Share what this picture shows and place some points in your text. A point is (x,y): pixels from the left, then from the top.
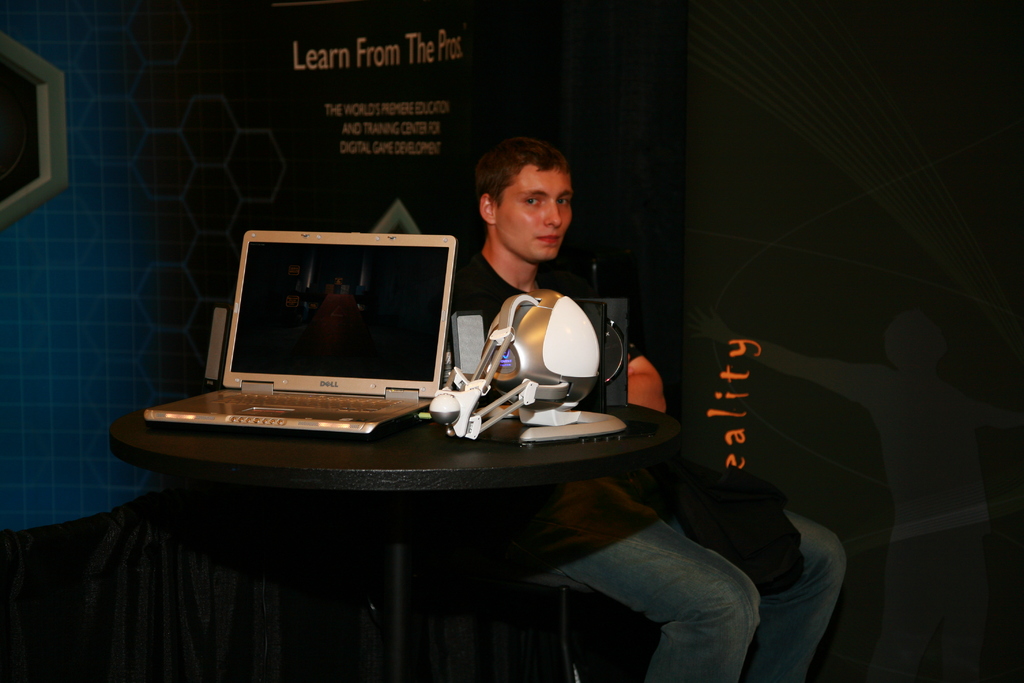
In front of the image there is a table (354,446). On the table (302,445) there is a laptop (321,283), speaker (481,337) and some other things (568,406). Behind the table (456,449) there is a man (734,608) sitting. Behind the man (677,571) there is a banner (703,120) with text (369,115) on it.
